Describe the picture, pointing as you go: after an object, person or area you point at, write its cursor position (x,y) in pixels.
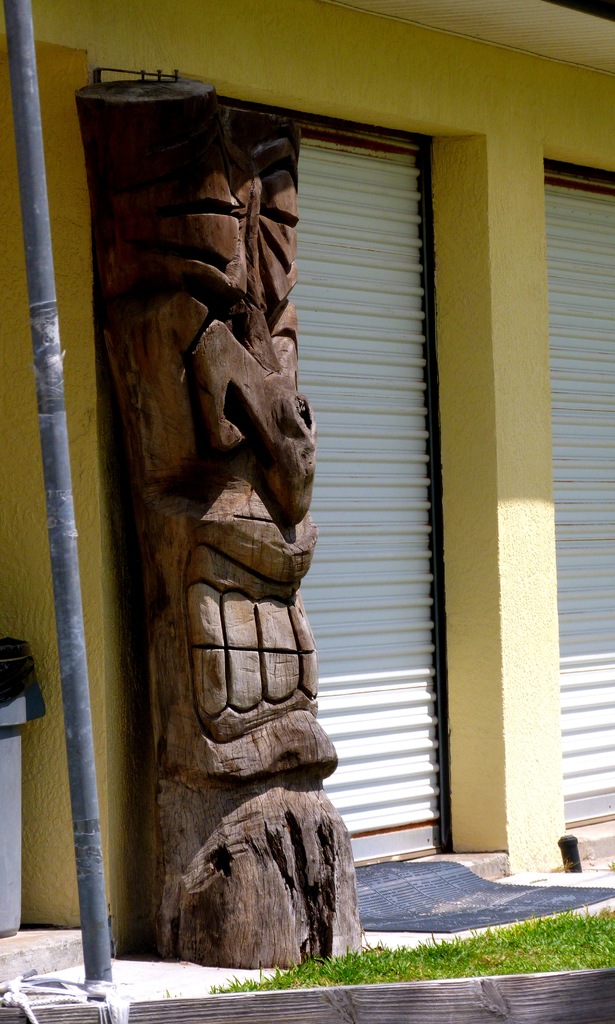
In this image we can see the wall (1,315), shutters (364,589), there is a wooden pillar (180,490), there is a dustbin (8,860), pole (35,152), also we can see the grass (604,928).
